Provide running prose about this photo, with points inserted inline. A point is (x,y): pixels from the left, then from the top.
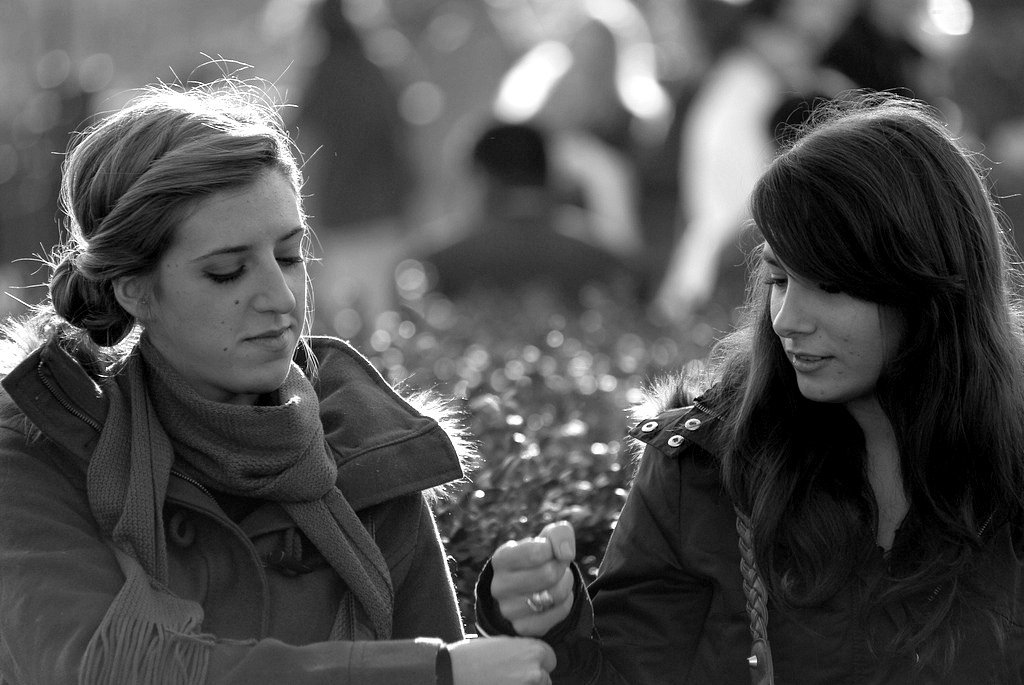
It is a black and white image, there are two women (707,546) and the second woman (487,606) is tying something to the person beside her and the background (540,406) is blur.
